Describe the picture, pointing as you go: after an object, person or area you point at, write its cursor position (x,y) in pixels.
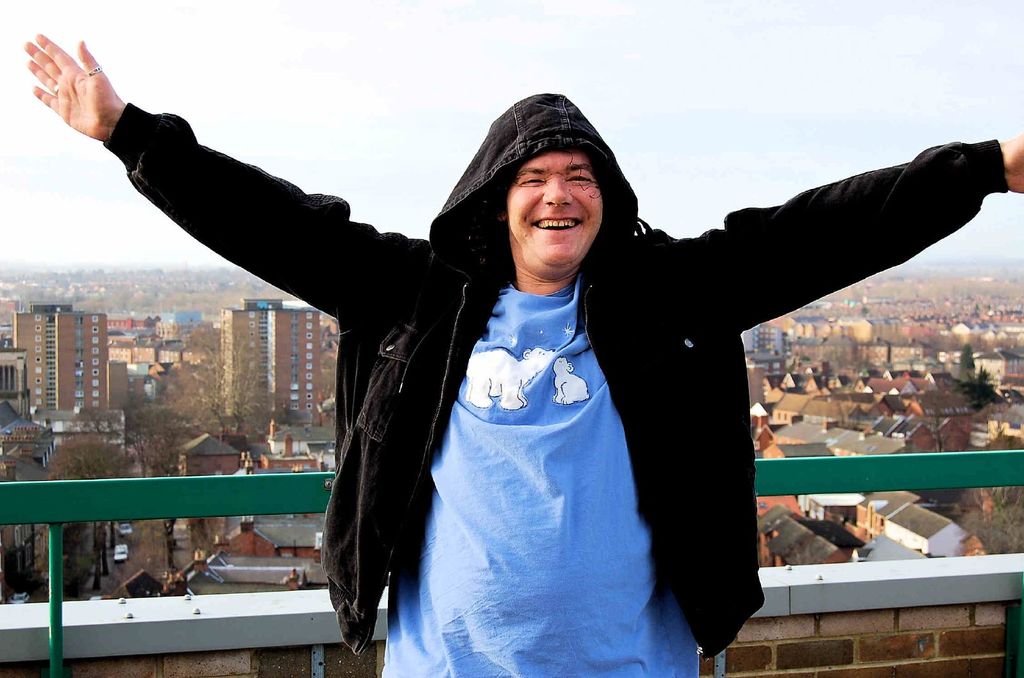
In front of the image there is a person (470,238) standing with a smile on his face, behind him there is a metal rod fence (135,489), behind the fence (262,490) there are trees (241,430) and buildings (33,328) and vehicles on the road (129,574).
